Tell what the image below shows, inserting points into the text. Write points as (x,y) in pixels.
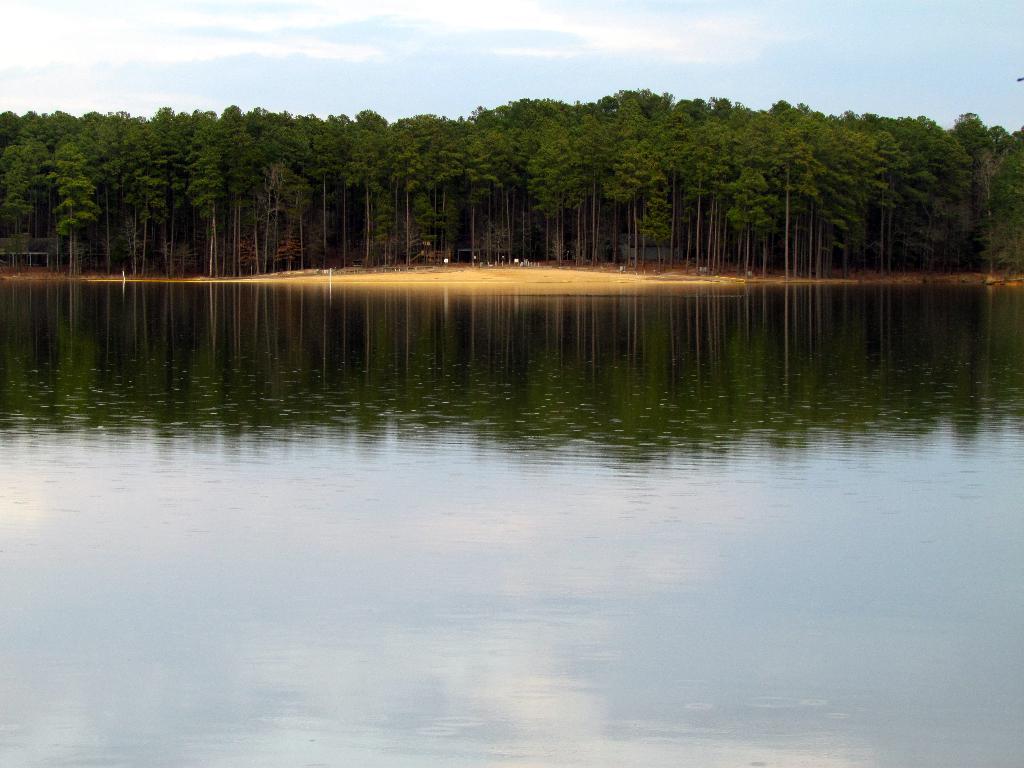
In this image, we can see water (648,401) and in the background (433,188), there are trees (110,196) and we can see benches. At the top (510,62), there is sky (546,58).
